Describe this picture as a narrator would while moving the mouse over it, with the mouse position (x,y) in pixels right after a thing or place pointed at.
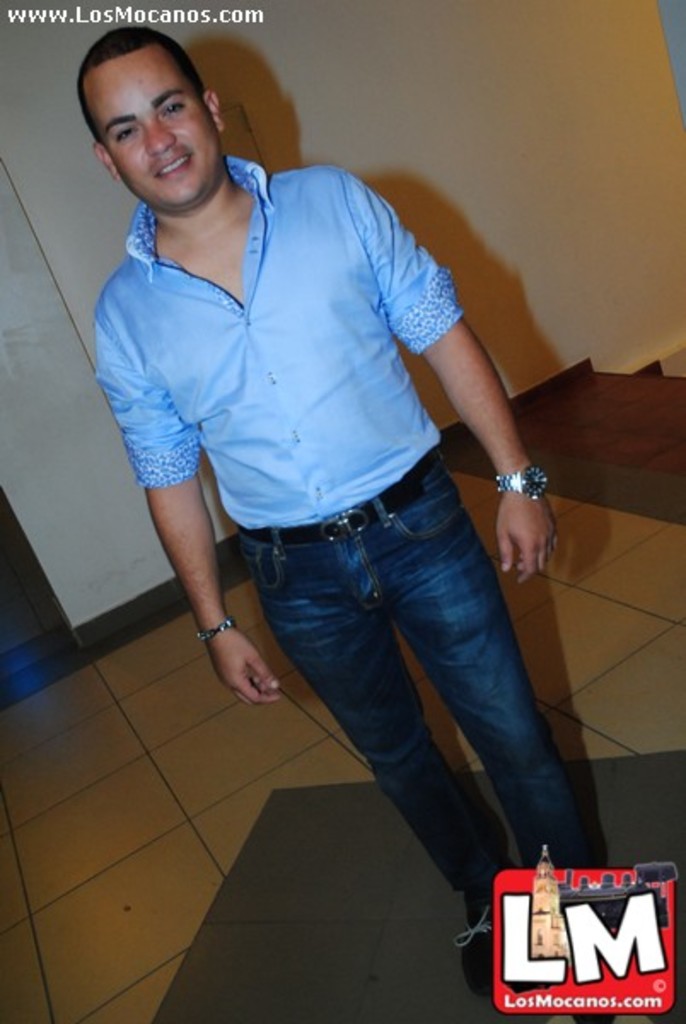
In this picture we can see a person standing in a room (217,882) and in the background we can see a wall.
